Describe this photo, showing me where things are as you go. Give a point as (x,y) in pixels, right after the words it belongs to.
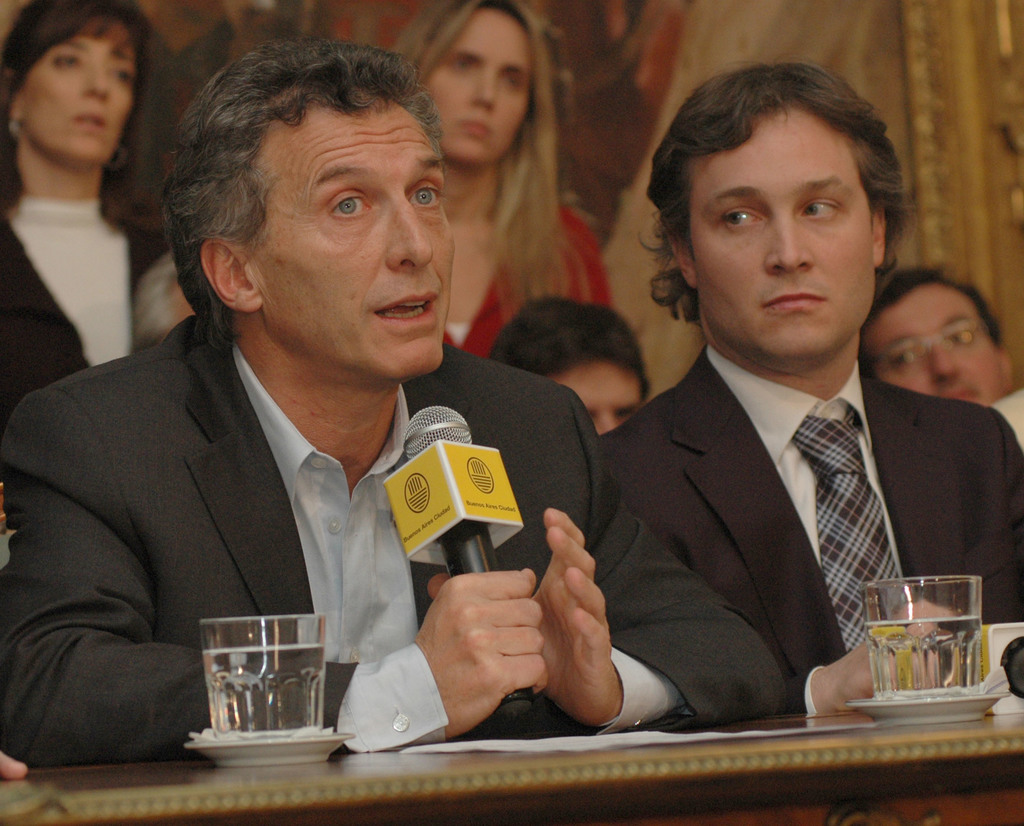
This image consists of two men (338,582) sitting in the front (570,503), they are wearing black suits (766,560). On the left (160,631), the man (301,610) is holding a mic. At the bottom (675,810), we can see a table (576,789) on which there are water glasses (207,675) along with small plates (311,761). In the background (107,101), there are many people (109,88).
